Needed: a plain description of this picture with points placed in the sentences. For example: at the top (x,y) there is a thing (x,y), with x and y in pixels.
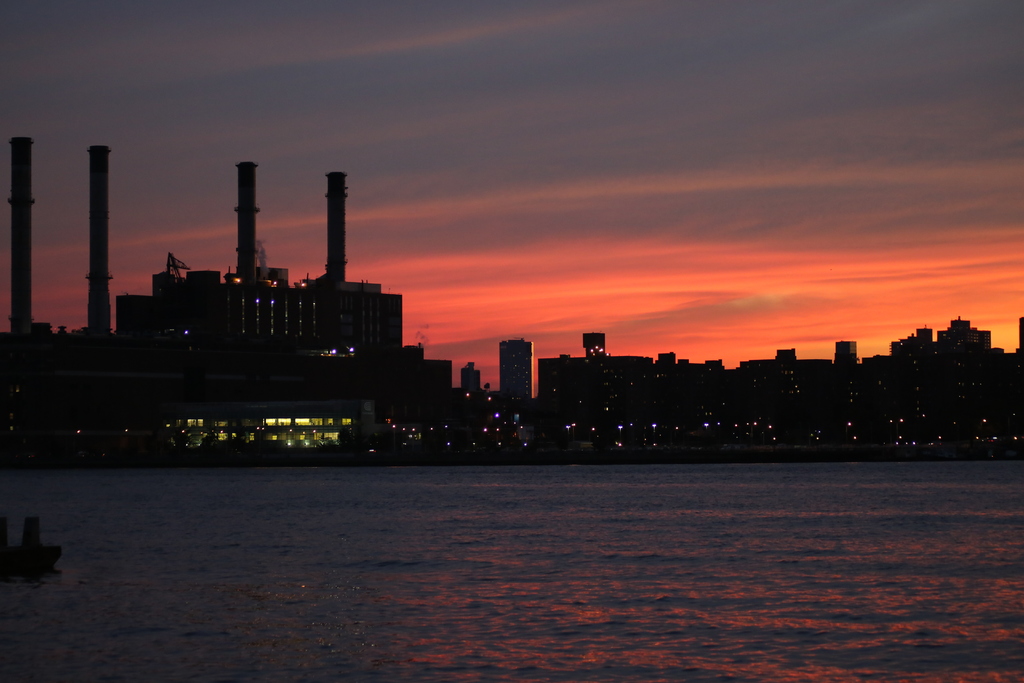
In this picture I can see at the bottom (662,635) there is water (572,580), in the middle (586,415) there are buildings (568,415) with lights (499,415). On the left side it looks like a ship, at the top (542,168) there is the sky (530,172).
